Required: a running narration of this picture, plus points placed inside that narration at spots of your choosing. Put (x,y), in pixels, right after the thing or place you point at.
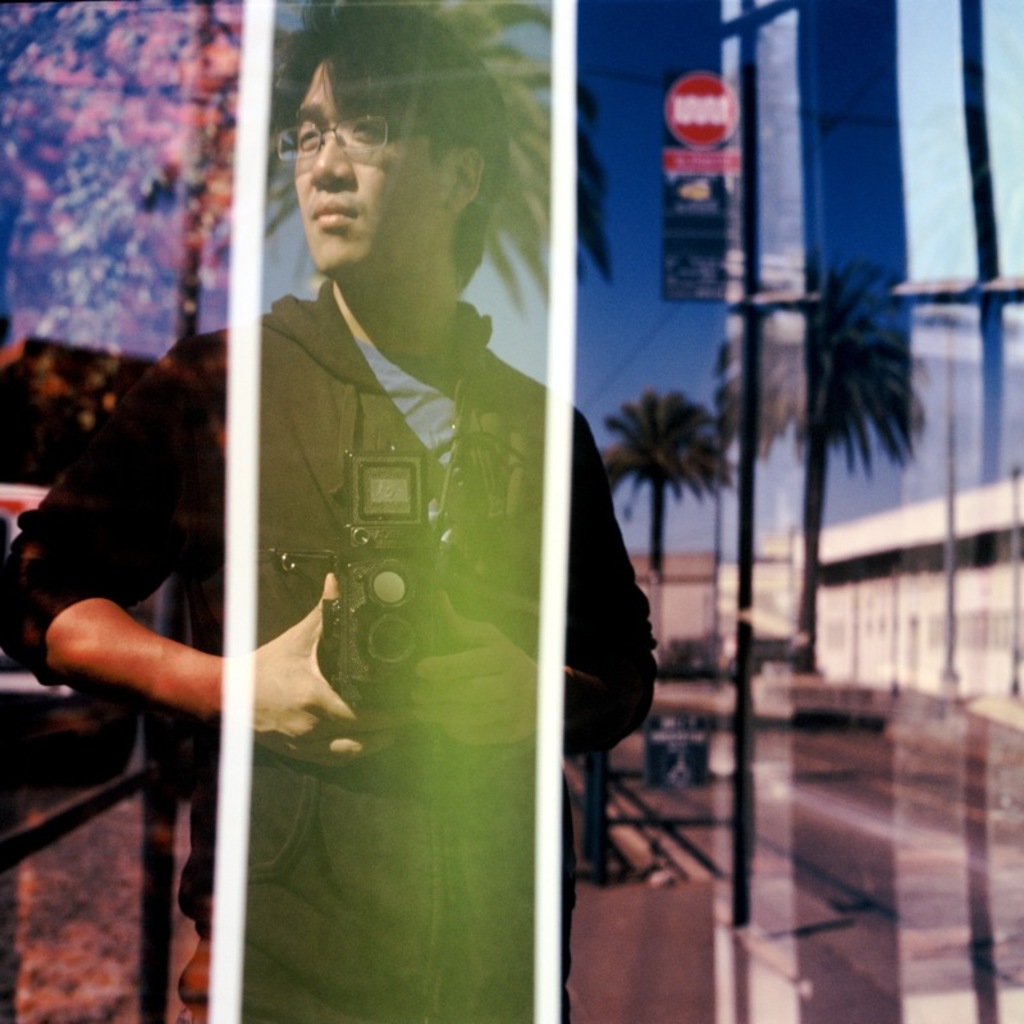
In the middle of the image (462,404) we can see a man (380,366), he wore spectacles (349,147) and he is holding a camera (375,564), in the mirror (703,363) reflection we can find few trees (707,457) and sign boards (693,220).
